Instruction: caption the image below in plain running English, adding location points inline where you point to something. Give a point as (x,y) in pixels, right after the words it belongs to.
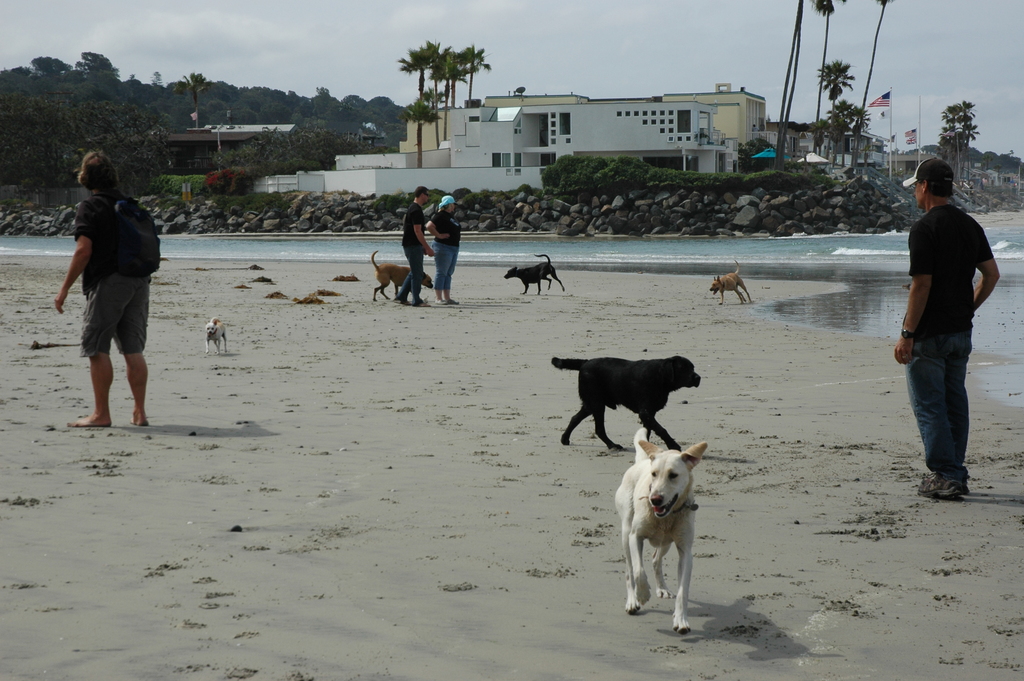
In the image in the center (413,246) we can see four persons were standing three persons (941,333) were wearing caps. And the left side person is wearing backpack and we can see few dogs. In the background (300,206) we can see sky (427,38), clouds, building (193,148), wall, compound wall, stones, trees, water (878,292), sand (382,323) etc.
